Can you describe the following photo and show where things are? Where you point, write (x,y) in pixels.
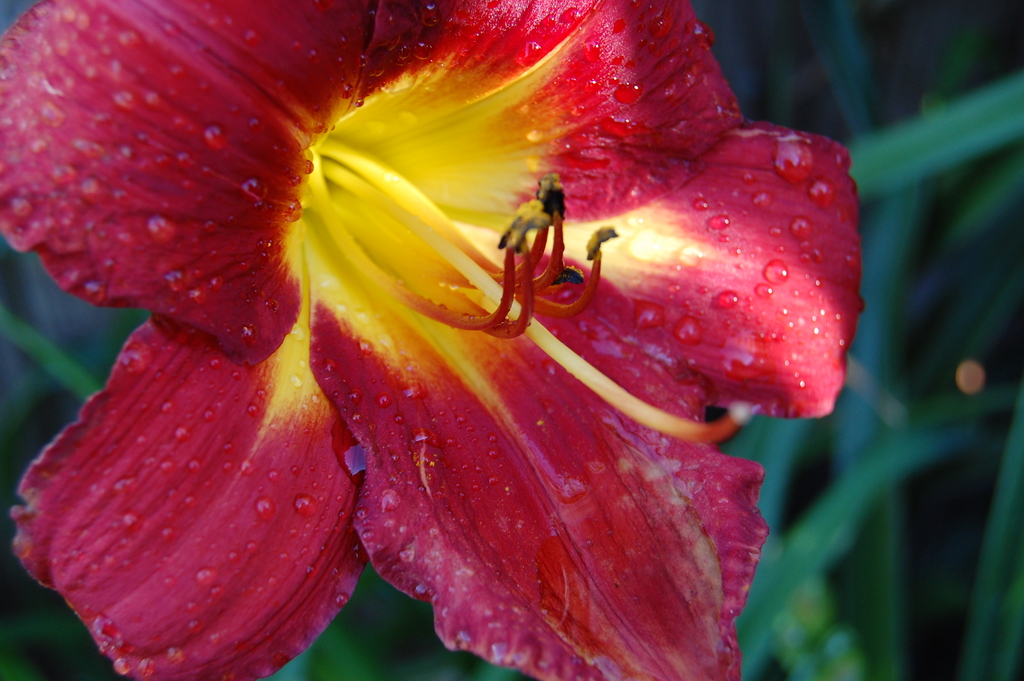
In this picture we can see a flower (464,450) and in the background (423,645) we can see leaves (452,675) and it is blurry.
